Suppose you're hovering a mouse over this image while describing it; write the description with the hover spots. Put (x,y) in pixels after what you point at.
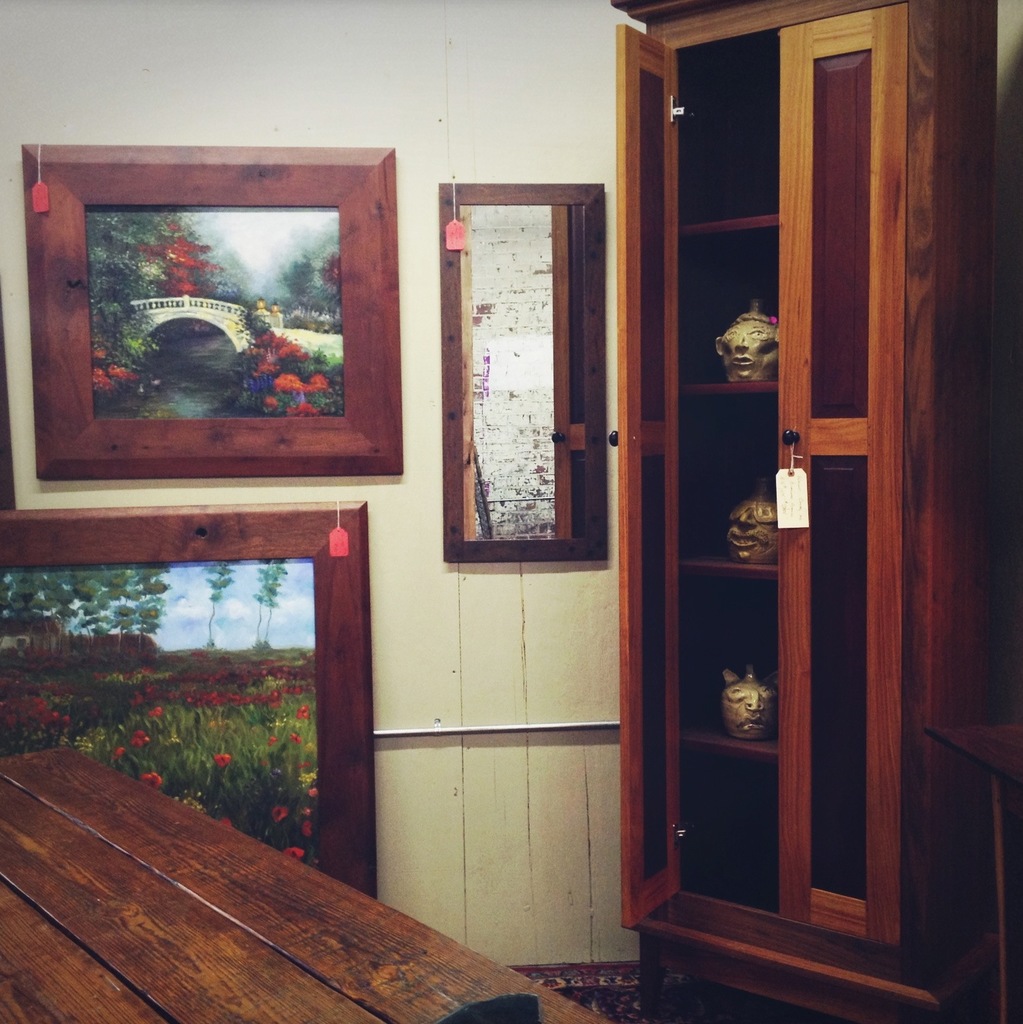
In this image I can see the wooden table (356,954), background (295,726) I can see few frames (279,688) attached to the wall (476,653) and the wall (454,662) is in cream color and I can see the cupboard (812,504) in brown color.
